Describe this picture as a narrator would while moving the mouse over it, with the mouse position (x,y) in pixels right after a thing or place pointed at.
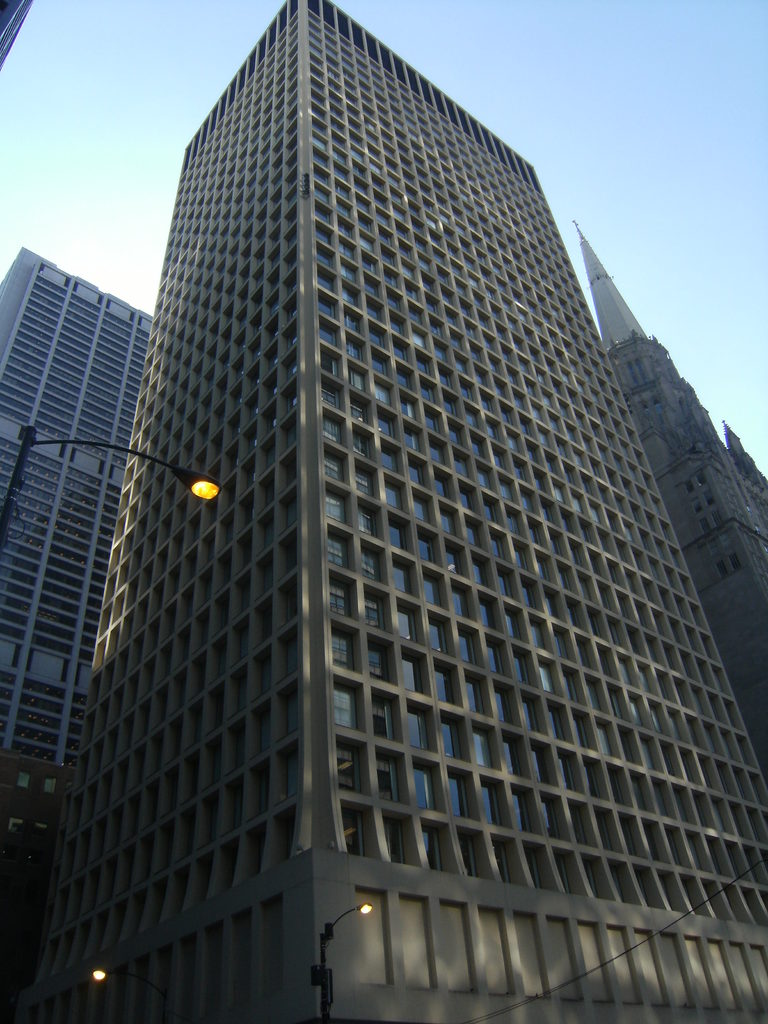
In this image I can see many buildings (318,465). To the left (24,452) I can see the light pole (26,440). In the back (47,65) there is a blue sky (107,166).
